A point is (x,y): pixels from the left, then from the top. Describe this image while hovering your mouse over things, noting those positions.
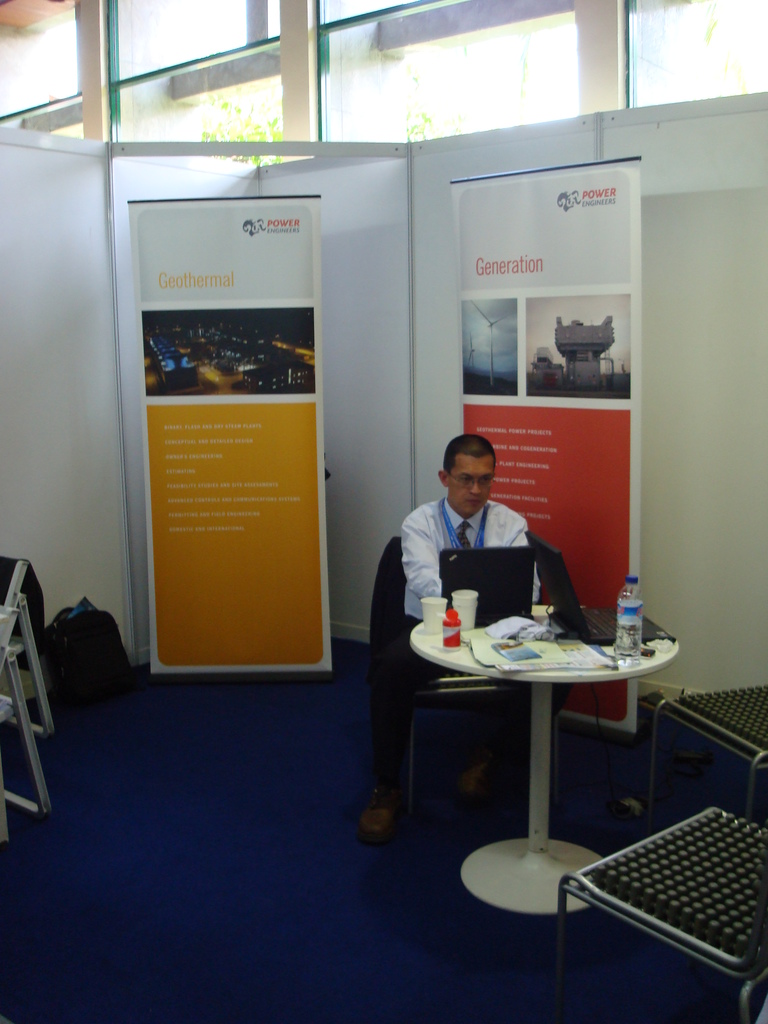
In this image we can see a person (408,598) sitting on a chair (480,677). There is a table (460,657) in front of him on which there are glasses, water bottles (619,654), laptops (565,610) and other objects (499,663). In the background of the image (253,314) there are banners (277,386). At the bottom of the image (209,952) there is carpet (167,952). To the right side of the image (684,905) there are chairs (672,907). There is a bag (78,645) and other objects (23,618) in the background of the image (34,578).
